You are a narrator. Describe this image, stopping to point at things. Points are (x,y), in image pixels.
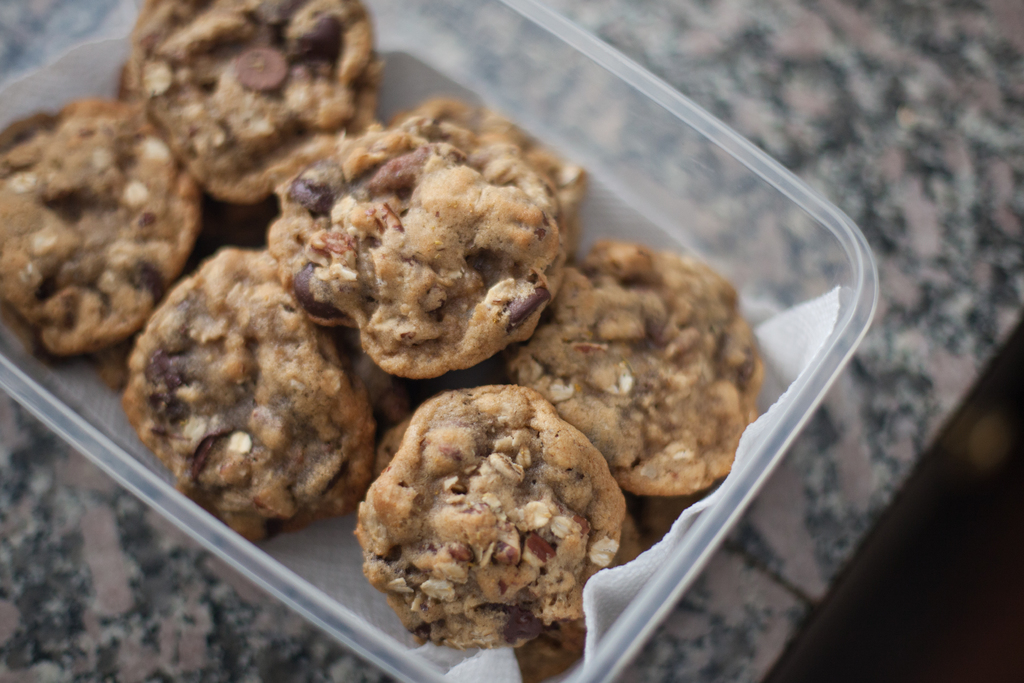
In this image I can see the food (376,323) in the box (288,584). The food (308,408) is in brown color. The box (307,602) is on the surface (858,151).
